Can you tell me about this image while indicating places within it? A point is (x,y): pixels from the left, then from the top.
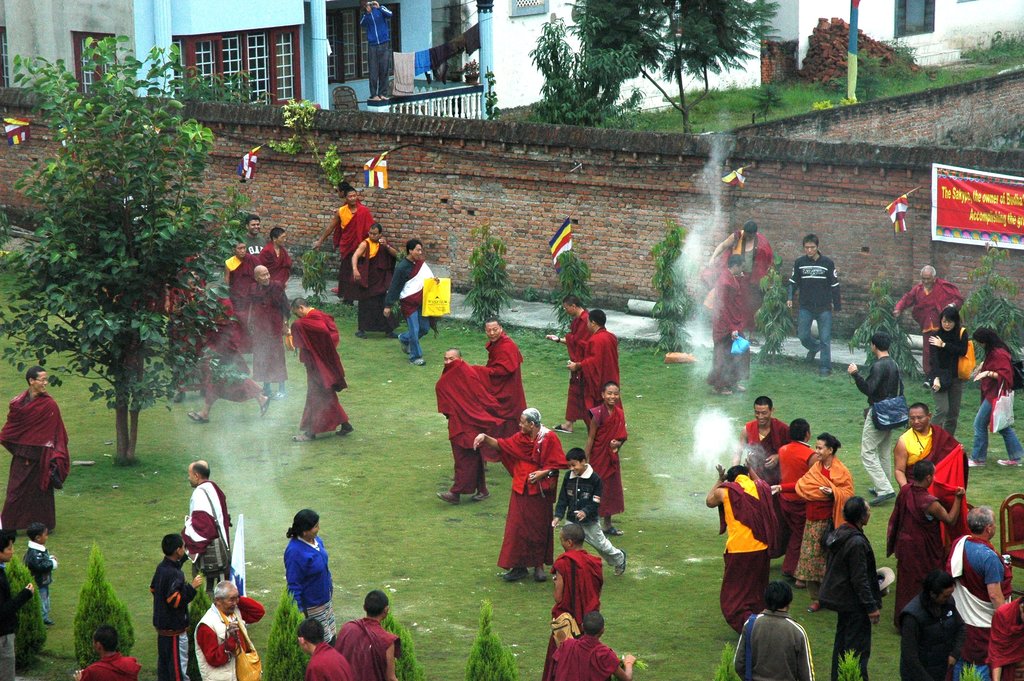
In this image I can see people (520,452) on the ground (480,532) among them some are wearing red color clothes (485,366). Here I can see a wall (618,132), buildings (628,86), trees (637,63), the grass (544,341), flags (376,184) and a banner (957,214) on the wall (928,228).
